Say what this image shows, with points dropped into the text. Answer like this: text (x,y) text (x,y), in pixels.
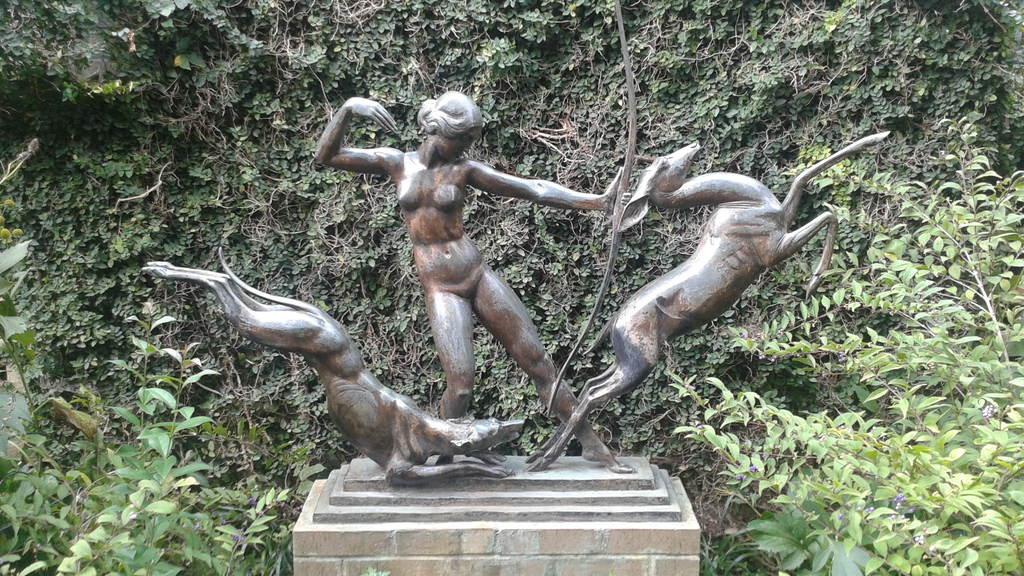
In this image, we can see some statues (404,441) on an object (543,572). We can also see some plants (724,318).
